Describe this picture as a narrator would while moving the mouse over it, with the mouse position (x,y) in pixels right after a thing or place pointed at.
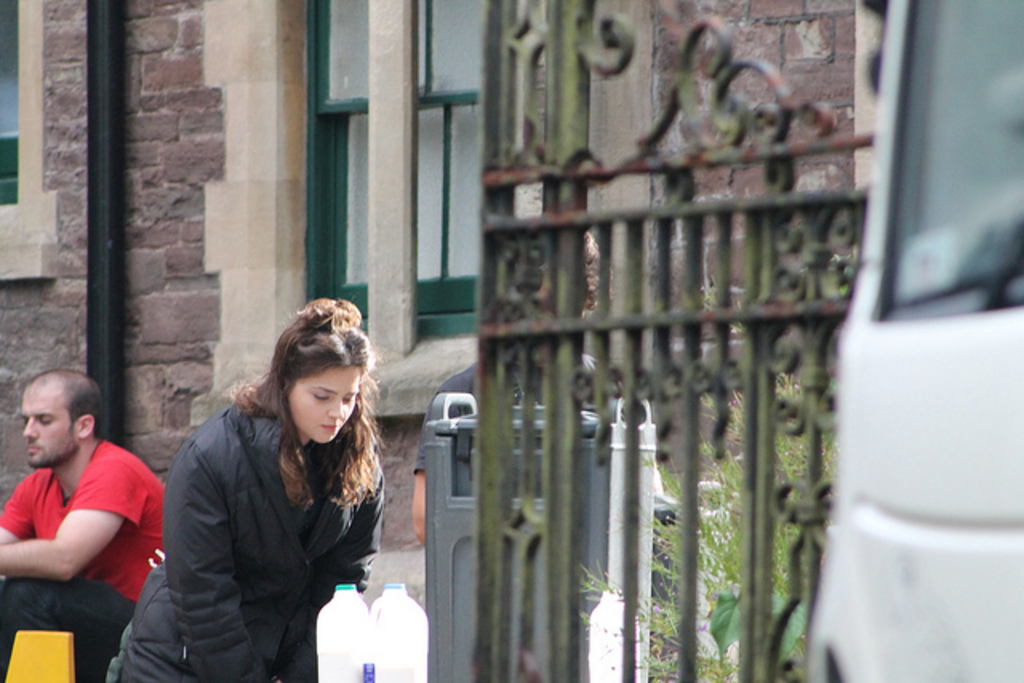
In this picture we can see two persons (235,519), one women (187,521) and one man (116,510), in front (386,637) we can see a dustbin (439,494) and two bottles (373,638), on right side of the image (687,328) we can see a gate (663,337), in the background (242,245) there is a brick wall (193,221) and a pipe (125,214) and behind the pipe (119,193) we can see a window (416,139).
